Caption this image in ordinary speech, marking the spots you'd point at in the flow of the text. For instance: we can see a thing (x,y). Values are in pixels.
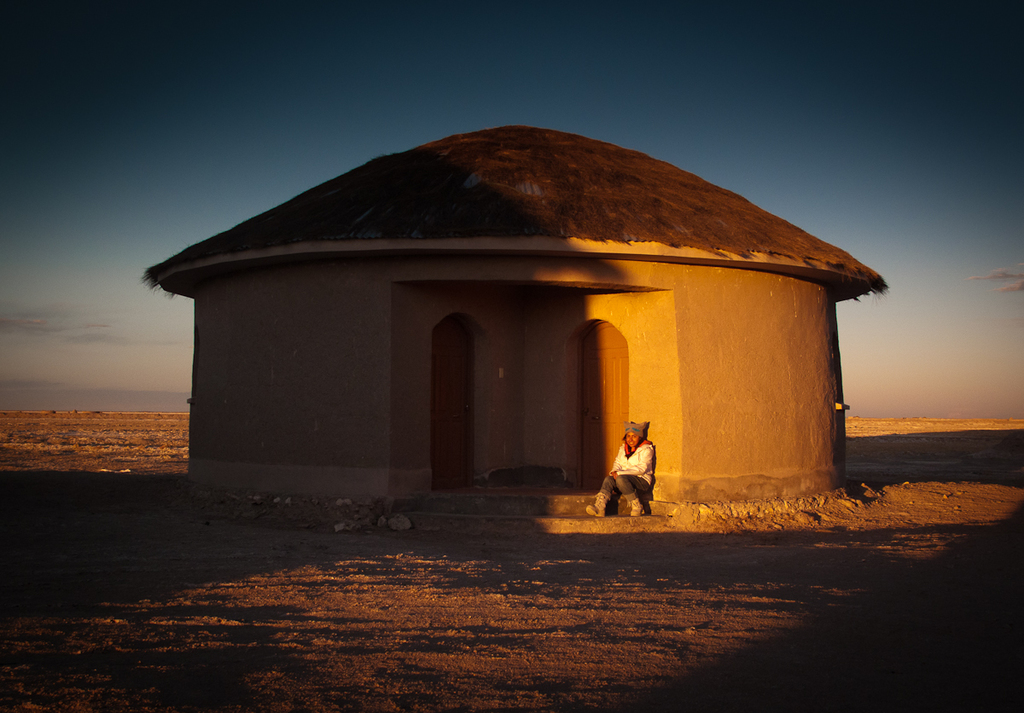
In this image there is a person (626,472) sitting in the middle (627,455). Behind him there is a small hut (450,250). At the top (305,74) there is the sky (286,78). At the bottom (434,646) there is sand (434,646).
